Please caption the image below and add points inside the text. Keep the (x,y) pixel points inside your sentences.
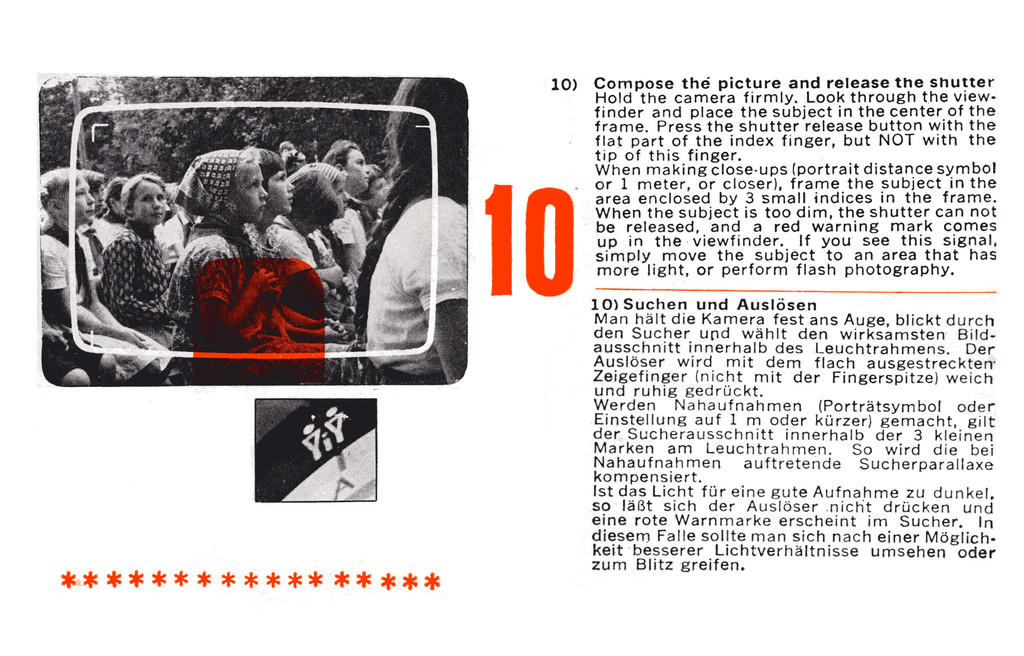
It is the black and white image in which there are so many girls (187,222) sitting on the floor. On the right side (740,334) there is a printed text (668,309) beside the picture.
